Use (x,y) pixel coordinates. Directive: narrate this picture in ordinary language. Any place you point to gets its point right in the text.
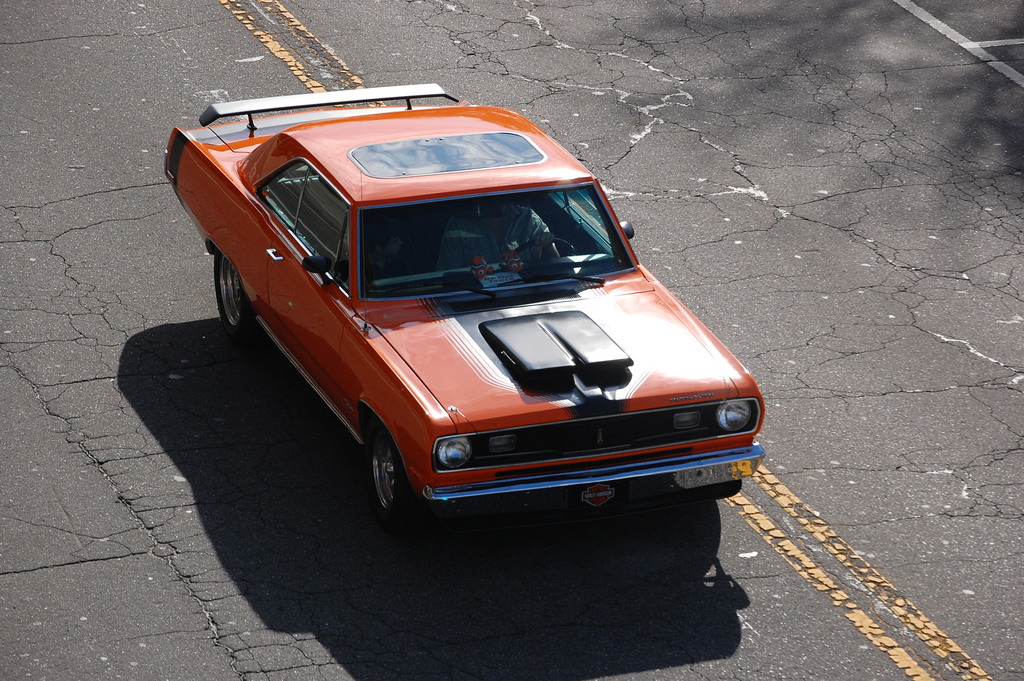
In this image, there is a person (519,216) in the car (482,233), which is on the road (572,534).
